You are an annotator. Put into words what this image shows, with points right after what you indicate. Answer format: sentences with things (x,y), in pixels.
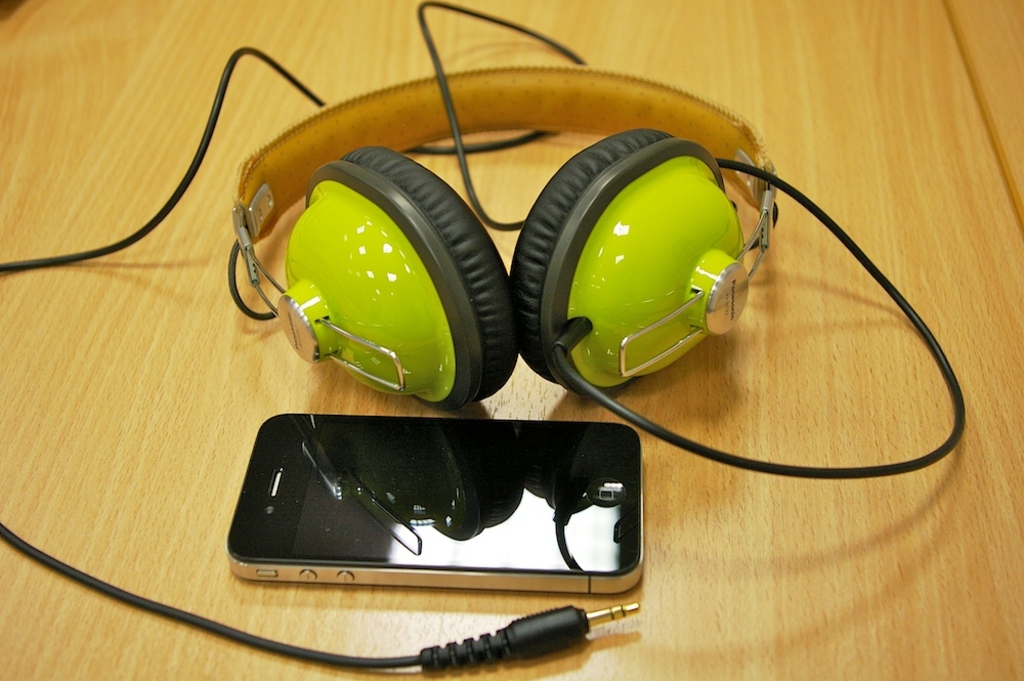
In this image we can see headphones (558,302) with cable (564,363) and a mobile phone (586,533) are placed on the wooden surface (162,248).
